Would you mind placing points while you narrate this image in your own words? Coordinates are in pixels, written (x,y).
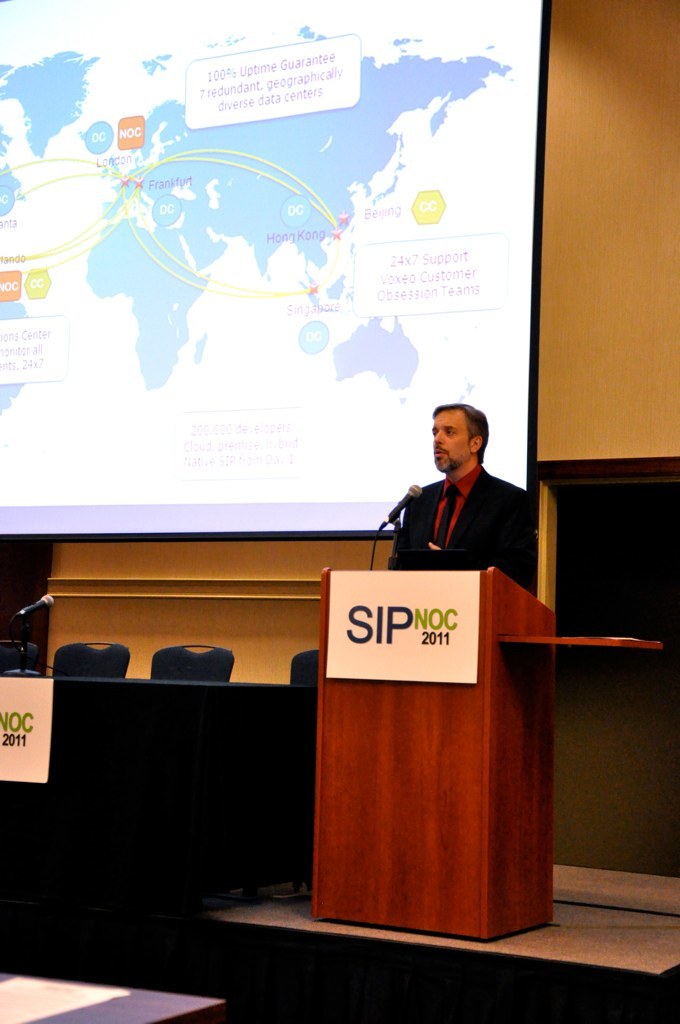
This is the man (444,511) standing. I can see a podium (448,752) with a mike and a board (453,619). This looks like a table (74,701), which is covered with a cloth (147,757). These are the chairs (225,669). Here is another mike (28,608), which is placed on the table (67,685). This is a screen (244,490) with the display (357,365). Here is a wall (582,215).
